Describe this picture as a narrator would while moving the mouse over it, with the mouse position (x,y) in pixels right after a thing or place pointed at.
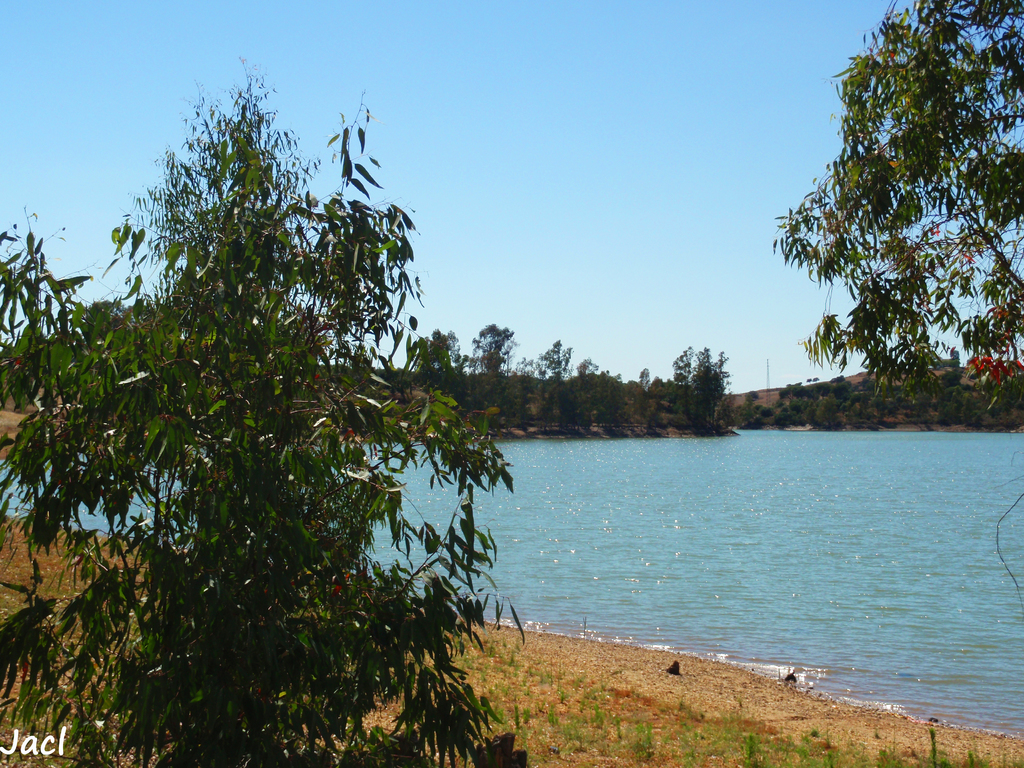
In this image I can see number of trees (185,556), water (672,518), grass (889,755), the sky (485,195) and here I can see watermark (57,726).
